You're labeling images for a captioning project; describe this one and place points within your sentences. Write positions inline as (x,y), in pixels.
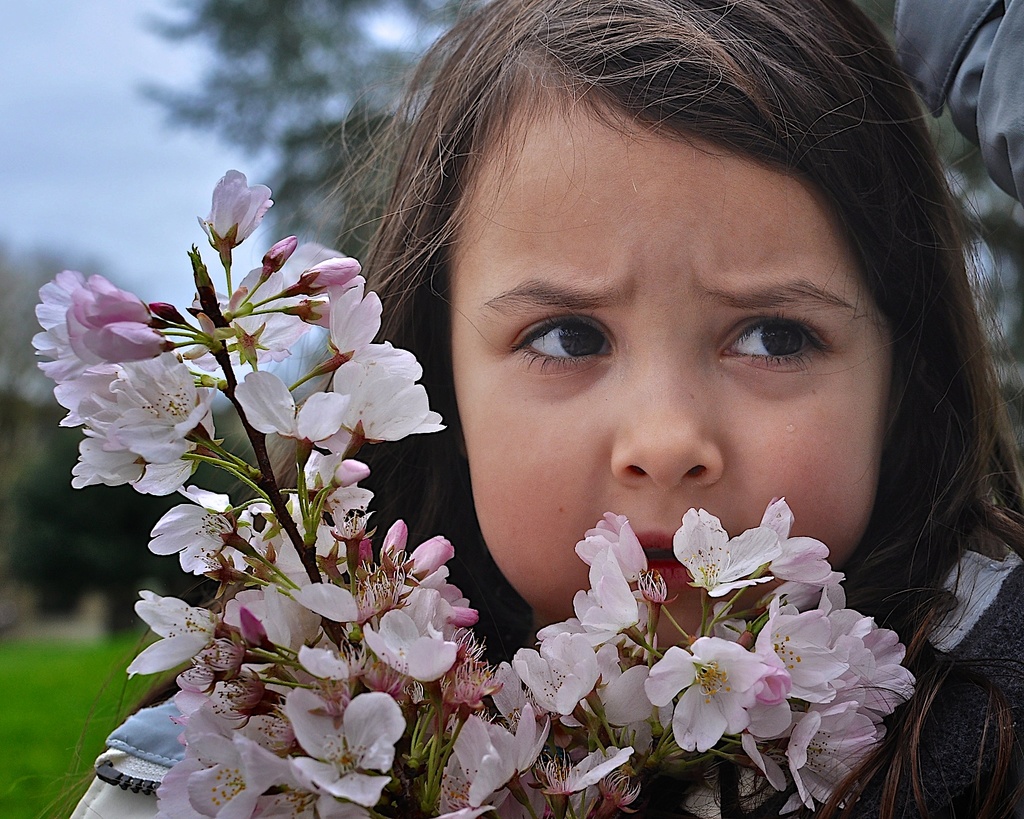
In the center of the image (527,347) there is a girl (437,279) and flowers (572,655). In the background (275,58) we can see trees (45,533) and grass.
